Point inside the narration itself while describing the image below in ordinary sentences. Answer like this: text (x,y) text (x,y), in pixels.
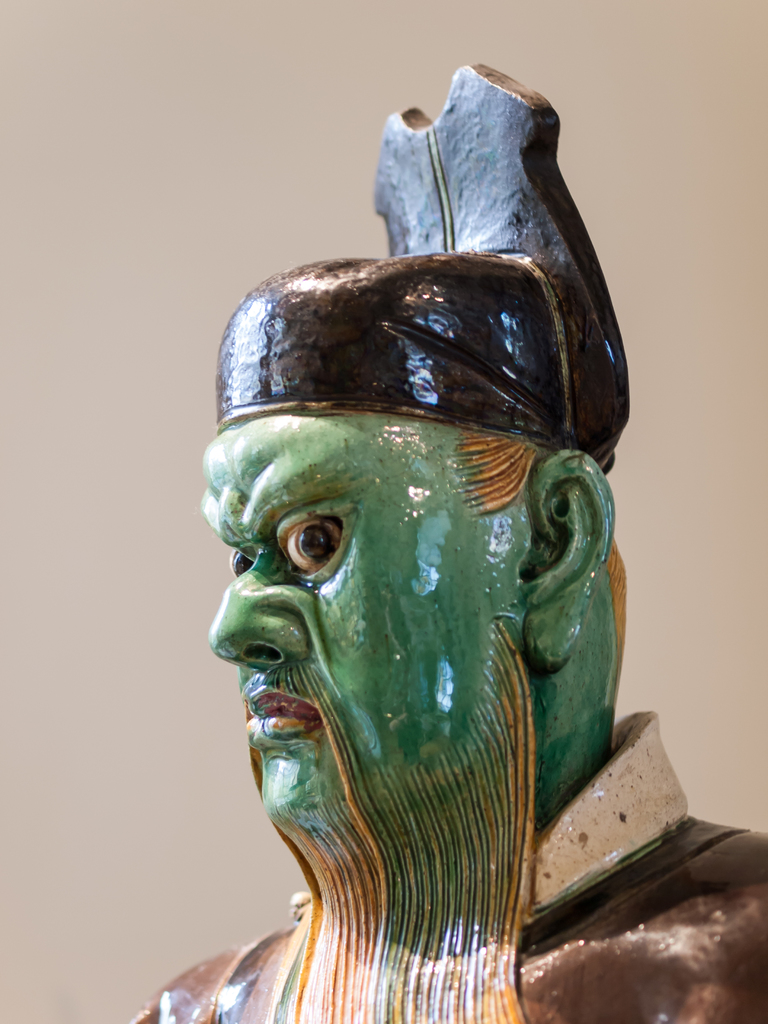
In this image in front (590,897) there is a statue (387,311) of a person (512,451). In the background of the image (252,165) there is a wall (198,164).
